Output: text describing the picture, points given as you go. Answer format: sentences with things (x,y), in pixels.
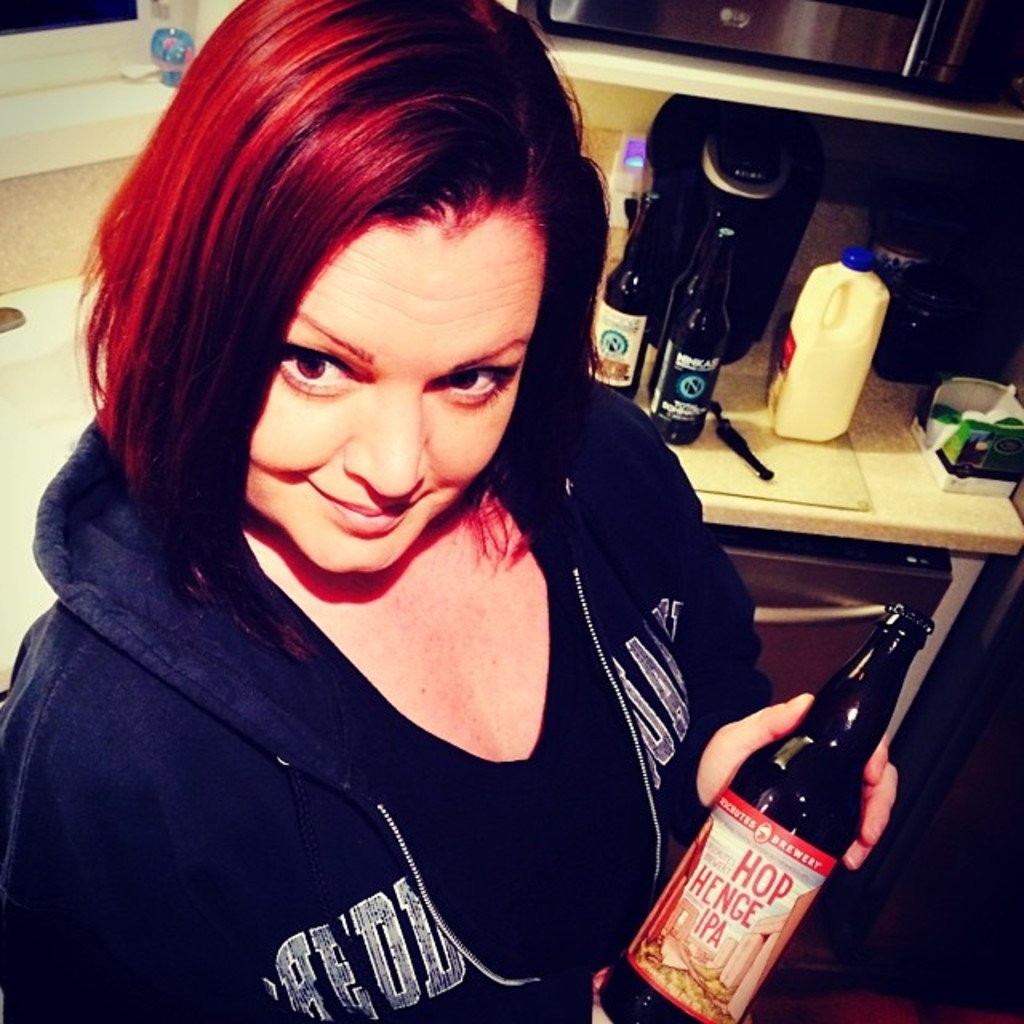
In this image a woman (617,428) is holding a bottle (850,675), I can also see a smile on her face (349,557). In the background (668,312) I can see few more bottles (726,258).
